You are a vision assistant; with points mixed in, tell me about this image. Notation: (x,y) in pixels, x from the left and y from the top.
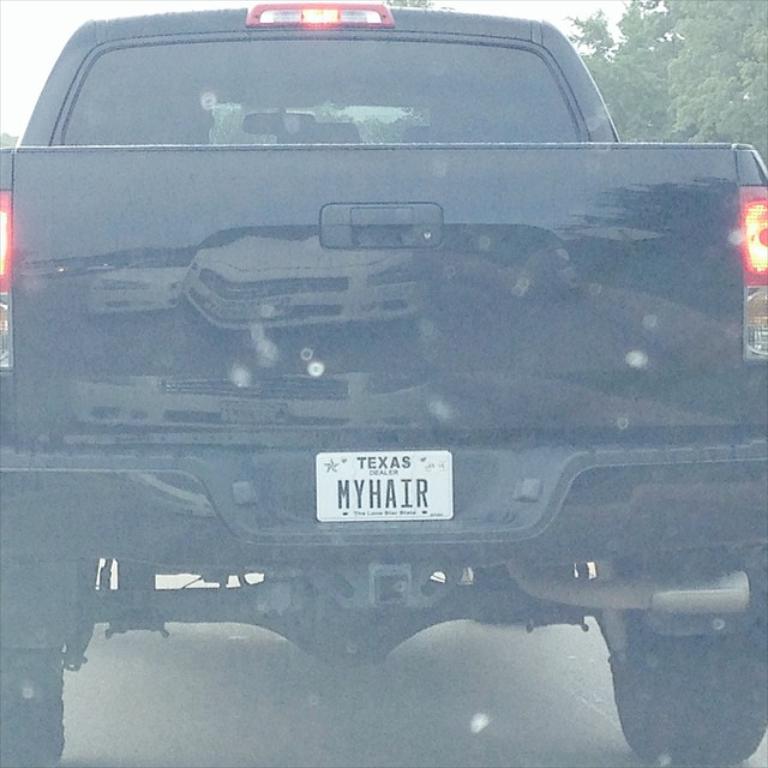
In this image we can see a vehicle (325,453) with number plate (410,457). In the back (647,71) we can see branches (689,78) of tree (694,45).
